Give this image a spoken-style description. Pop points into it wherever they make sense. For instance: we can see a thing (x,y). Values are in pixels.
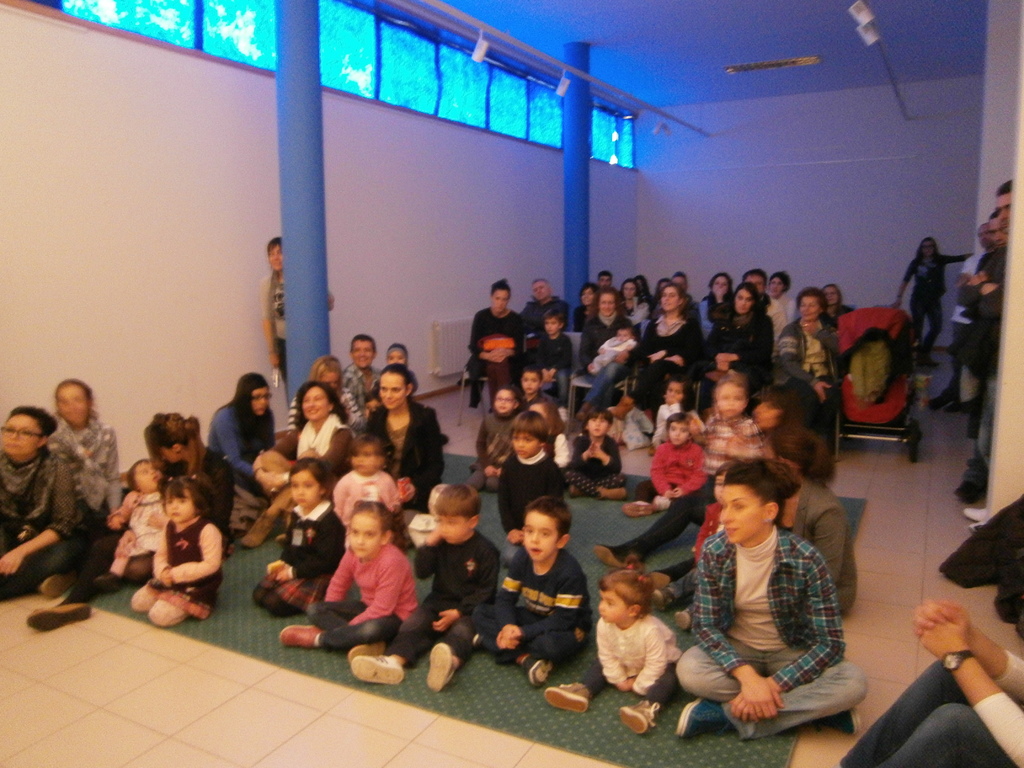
This is an inside view of a room (697,607). Here I can see few children (448,528) are sitting on a mat (500,712) which is placed on the floor (289,716). In the background (672,376) few people (676,300) are sitting on the chairs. On the right side (989,282) few people (977,324) are standing. In the background (292,231) there are two pillars (573,235) and also I can see the wall (748,171). At the top (426,89) there is a window (449,92).
